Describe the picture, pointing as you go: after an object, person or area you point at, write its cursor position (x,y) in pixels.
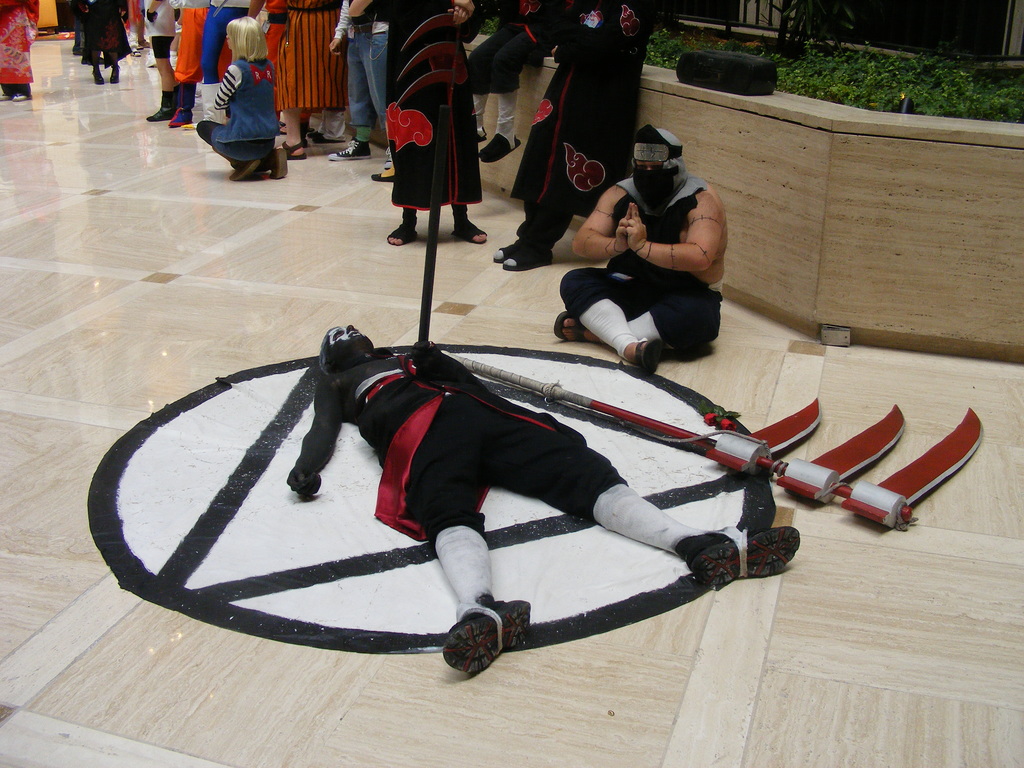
In this picture we can see a person (476,562) lying and a few things (107,481) are visible on the floor (25,502). We can see a few people (405,210), plants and other objects (609,408). There is a person (675,282) sitting on the floor (130,116). We can see the reflections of some people (20,77), lights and other objects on the floor (127,180).
